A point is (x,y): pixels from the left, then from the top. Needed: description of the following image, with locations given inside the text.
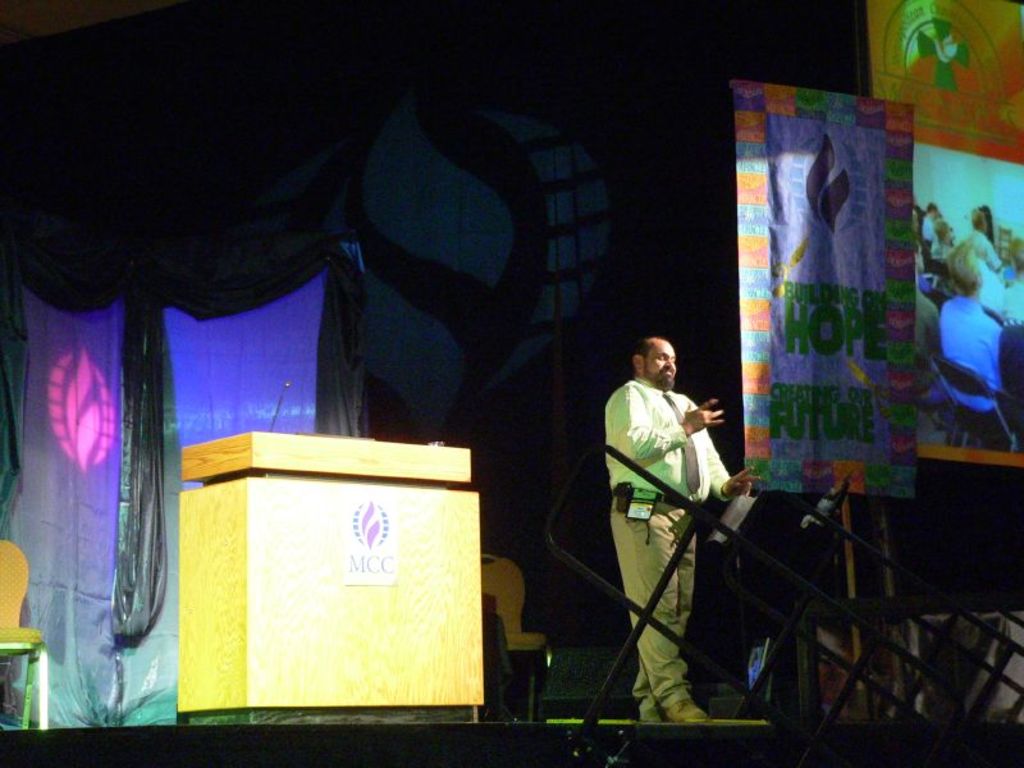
In the image we can see there is a person (654,469) standing on the stage (645,725) and there is a podium (362,531) behind the person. There is a mic (273,425) kept on the podium (270,542) and there is a chair (39,693) kept on the stage (33,731). There are banners (911,217) and projector screen (983,283) at the back (988,396). There are iron poles (945,684).
